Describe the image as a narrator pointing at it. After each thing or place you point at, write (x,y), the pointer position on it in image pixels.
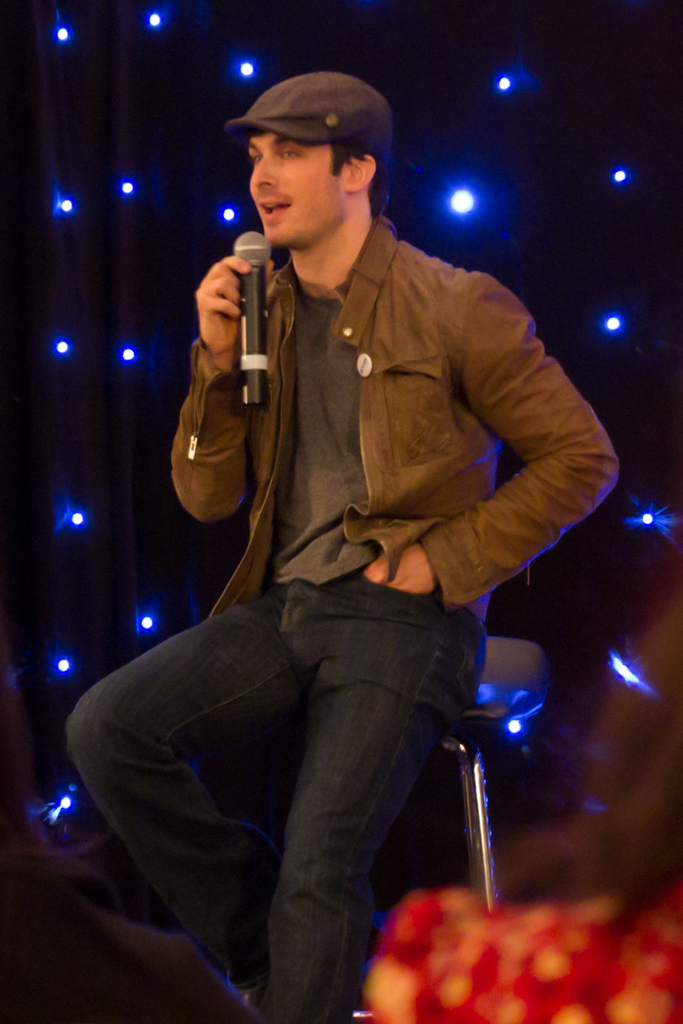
In the image there is man (318,492) sitting on chair (492,642) and holding a microphone (266,281) opened his mouth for singing. In background (450,91) there is a curtain (524,98) and few lights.
